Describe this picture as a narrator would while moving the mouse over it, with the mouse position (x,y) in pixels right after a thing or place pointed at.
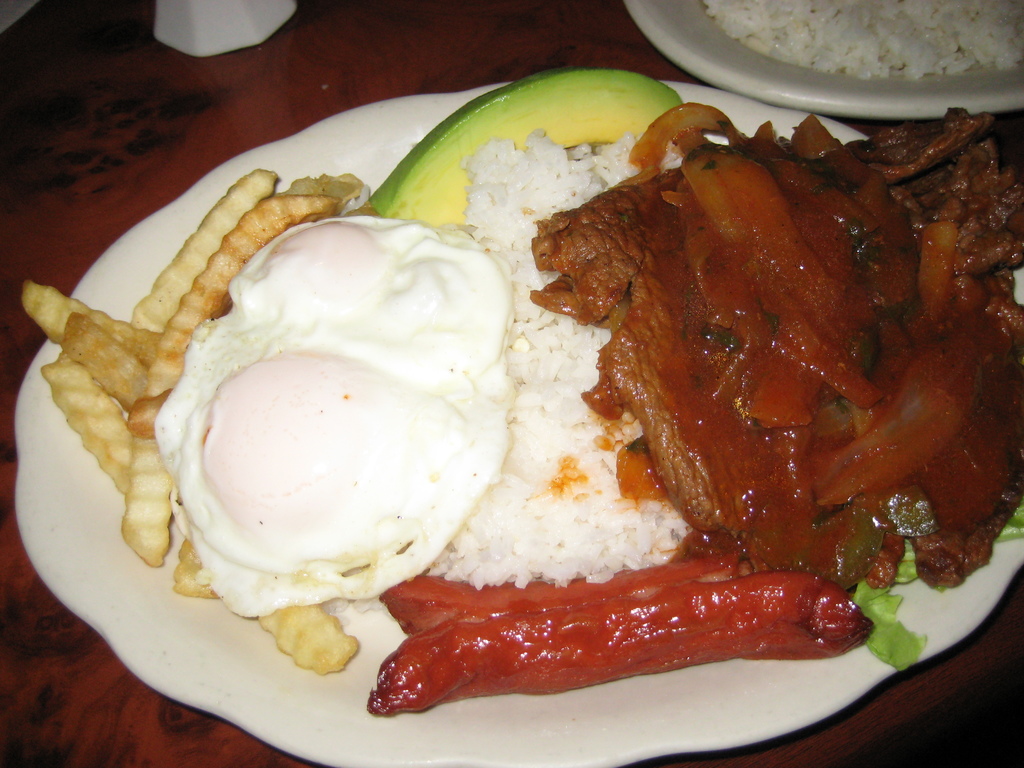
In this image we can see food (516,321) in the plates (730,50) and an object (206,49) on a platform (183,86).
